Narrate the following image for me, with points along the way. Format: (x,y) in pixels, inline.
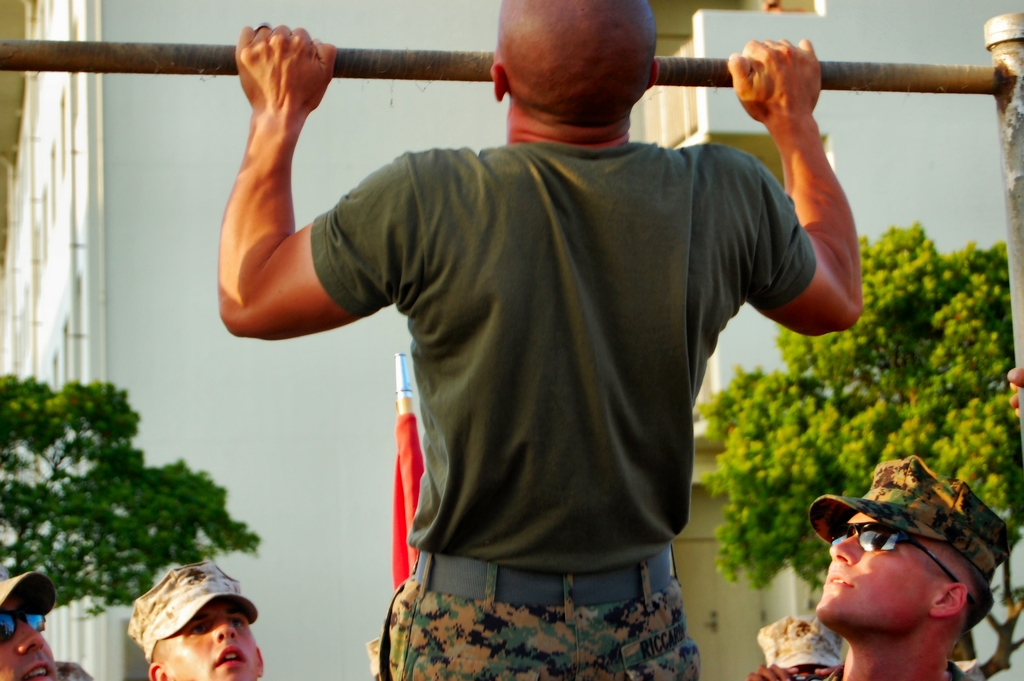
In this image, we can see a man (364,217) holding a metal rod (201,70). In the background (463,130), we can see some plants (840,433), buildings (429,134). At the bottom (792,667), we can see a group of people (1,641).
